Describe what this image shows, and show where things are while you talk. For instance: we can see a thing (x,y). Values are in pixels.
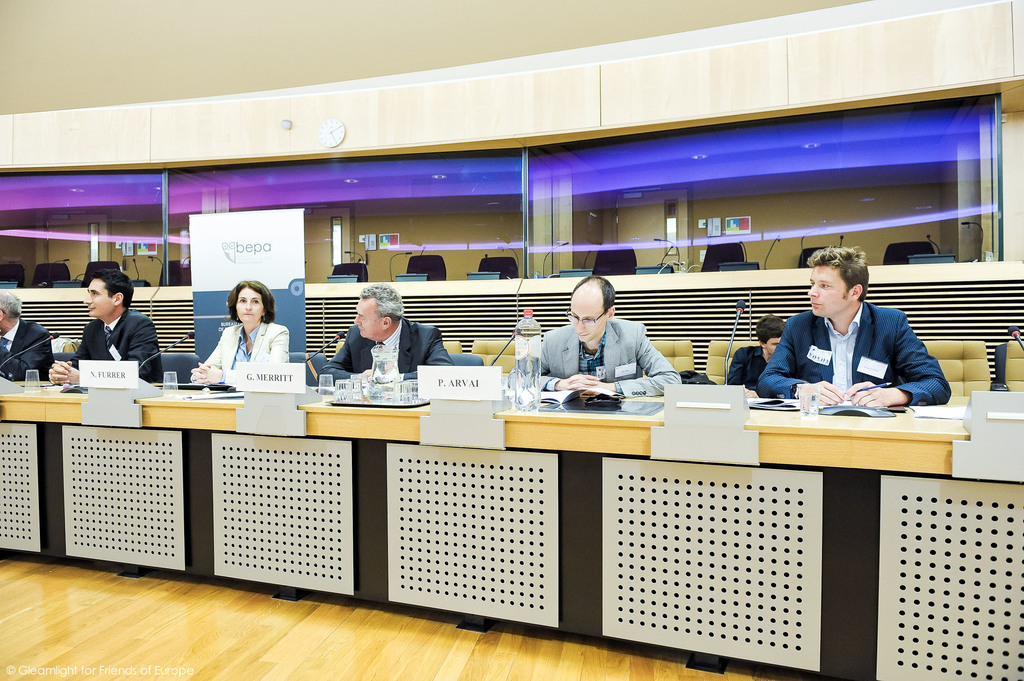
In the image we can see there are people (776,378) sitting on the chair (988,371) and glasses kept on the tray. There is mic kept on the stand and behind there is banner (244,248) kept on the ground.
